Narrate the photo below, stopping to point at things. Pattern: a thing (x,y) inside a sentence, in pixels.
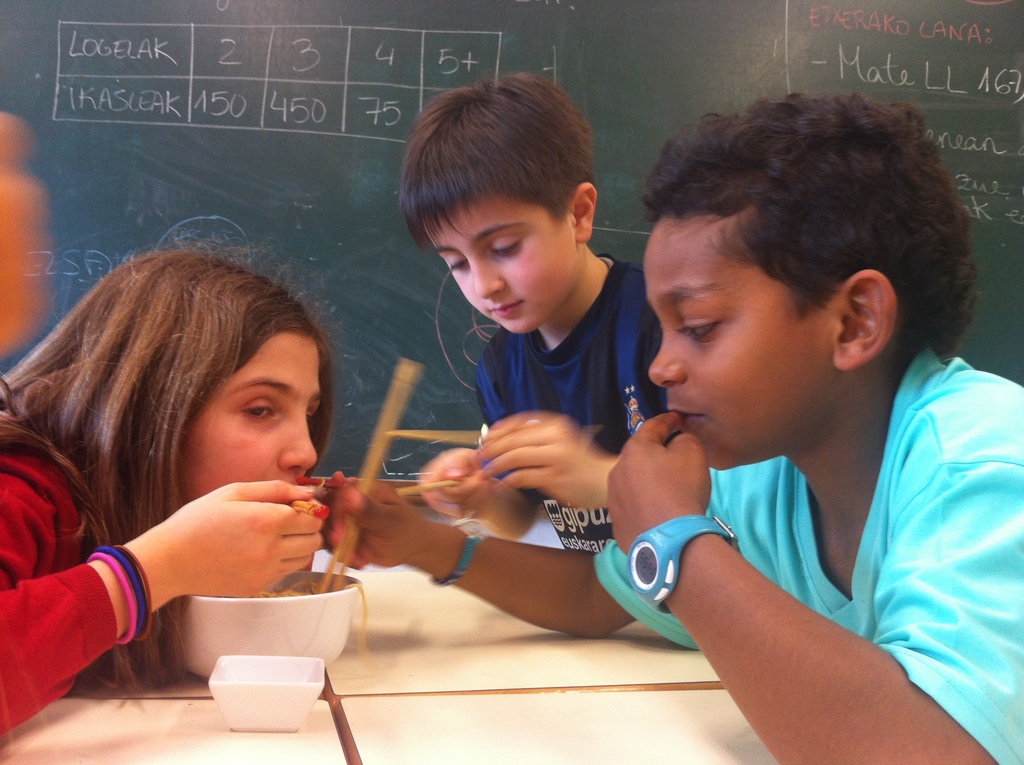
In this image in the front (471,714) there is a table (488,722), on the table (493,722) there is a bowl (281,627) and there is food (285,593) inside the bowl (294,585) and there are kids (430,475) on the right side (765,405) holding sticks (470,439) in their hands (450,470) and on the left side (104,519) there is a girl (87,517) eating food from the bowl (306,580) in the background (298,208) there is a board (586,74), on the board (306,78) there are some text (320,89) and numbers (1005,79) written on it.
